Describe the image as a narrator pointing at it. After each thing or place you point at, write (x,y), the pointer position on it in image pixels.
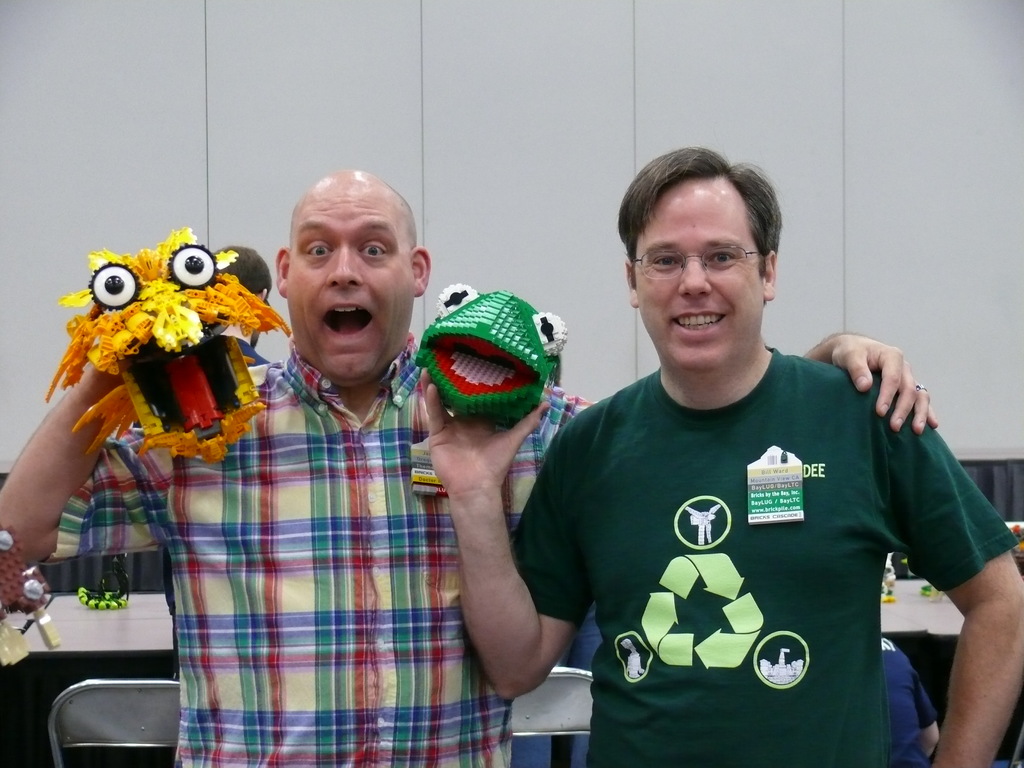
In this picture we can see two men (661,563) are standing and holding toys (196,326), there are tables (894,590) and chairs (134,732) in the middle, we can see few things (931,589) present on this table (909,589), it looks like a wall (593,74) in the background (536,86).
